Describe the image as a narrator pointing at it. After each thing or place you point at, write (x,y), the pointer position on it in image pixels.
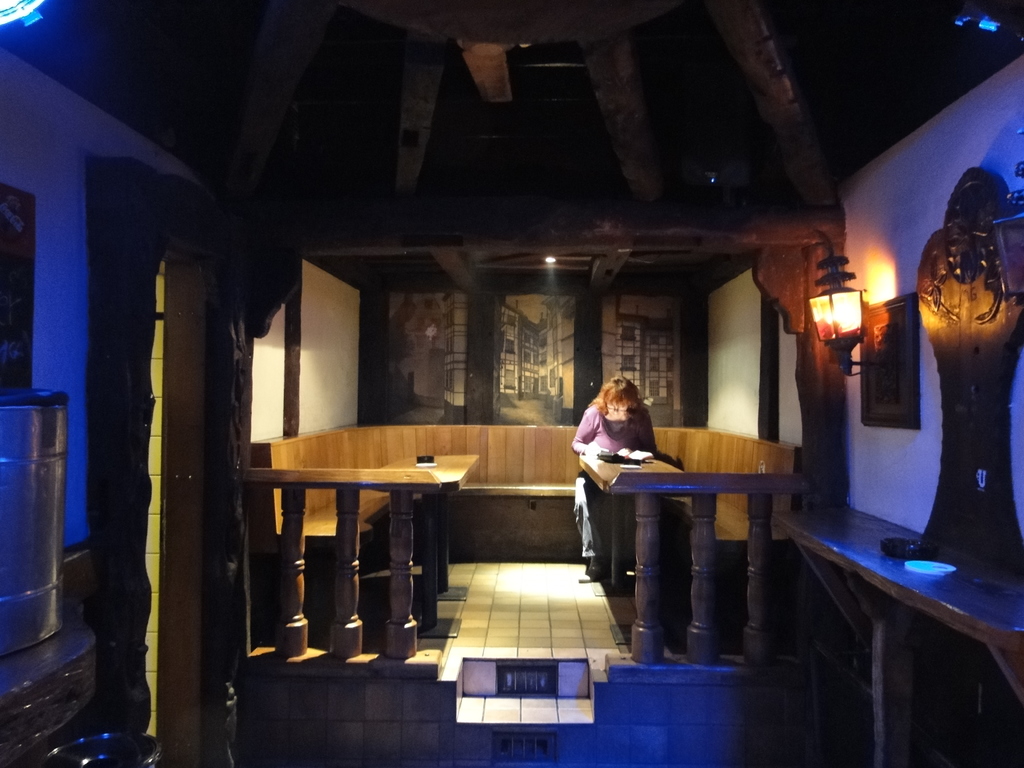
This picture is clicked inside the room (654,417). The woman (616,432) in purple T-shirt (616,432) is standing in front of the table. We see a black color thing (617,456) is placed on the table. Behind her, we see a long wooden bench (534,505). In front of the table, we see railings (401,612). On the right side (878,383), we see a lantern (840,351) and a photo frame (864,353) placed on the wall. On the left side (38,464), we see a tin (43,570) and a photo frame (17,218) on the wall (71,334). In the background (436,353), we see photo frames (458,382) or it might be a window (432,367) from which buildings (414,373) are visible.
